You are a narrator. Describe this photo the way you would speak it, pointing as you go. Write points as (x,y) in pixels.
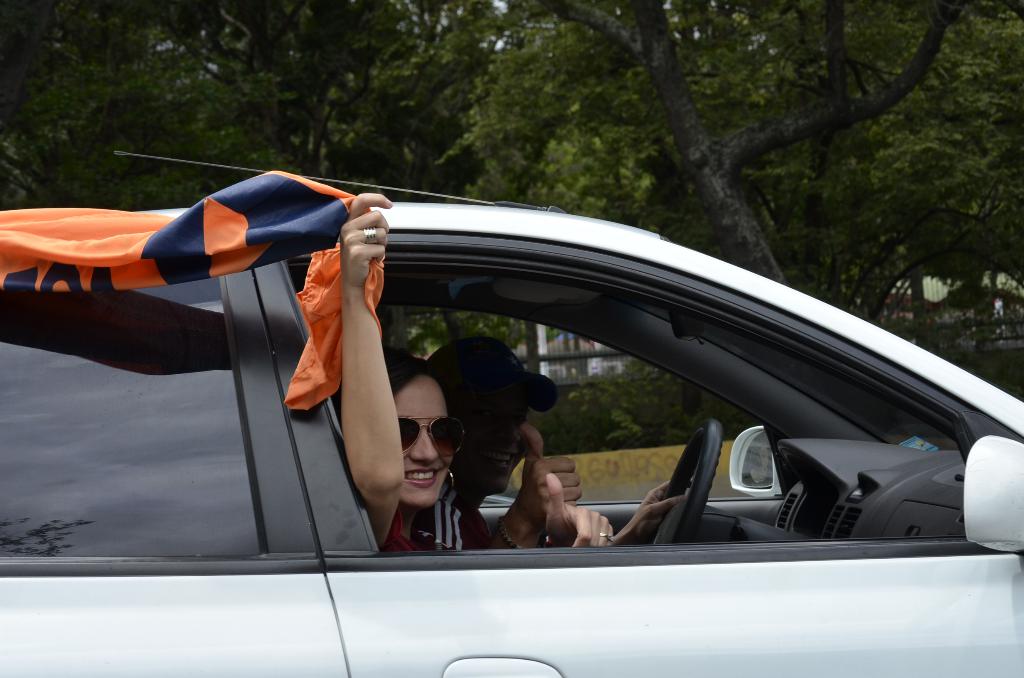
In this picture we can see there are two people (412,466) sitting in a car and the woman (386,459) is holding a cloth (302,254). Behind the vehicle (200,375), there are trees (669,114) and the fence (559,361).
